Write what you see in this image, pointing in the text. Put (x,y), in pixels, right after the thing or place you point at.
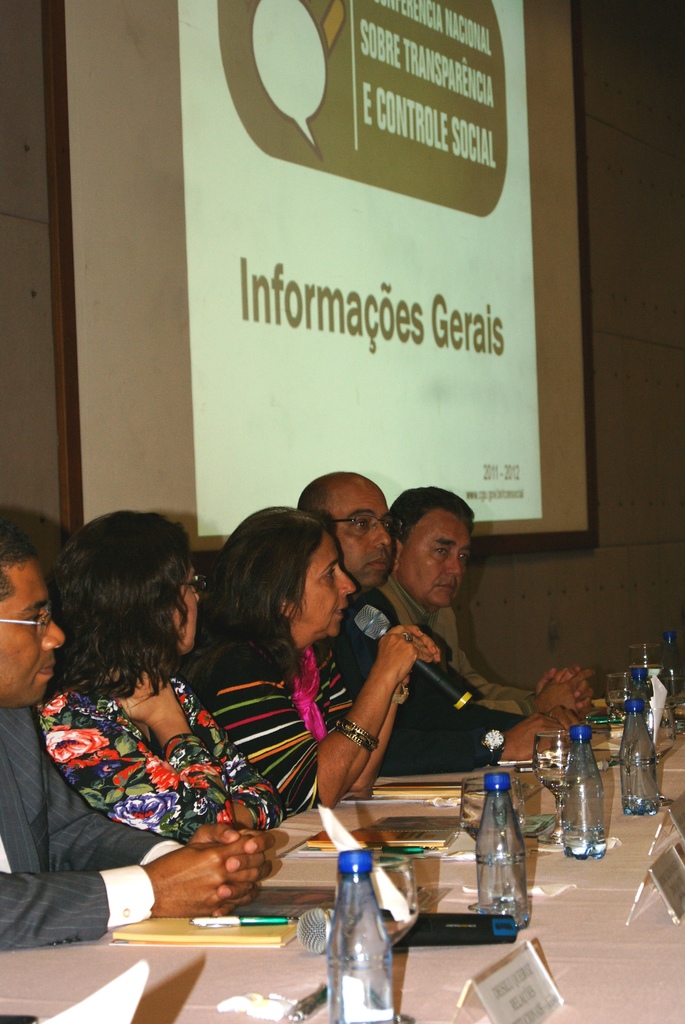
As we can see in the image there is a screen (370,245), few people (34,671) sitting on chairs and there is a table (451,874). On table (594,881) there are bottles (508,807), glasses (465,812) and books (421,796). The woman (292,523) who is sitting over here is talking on mic (360,618).
